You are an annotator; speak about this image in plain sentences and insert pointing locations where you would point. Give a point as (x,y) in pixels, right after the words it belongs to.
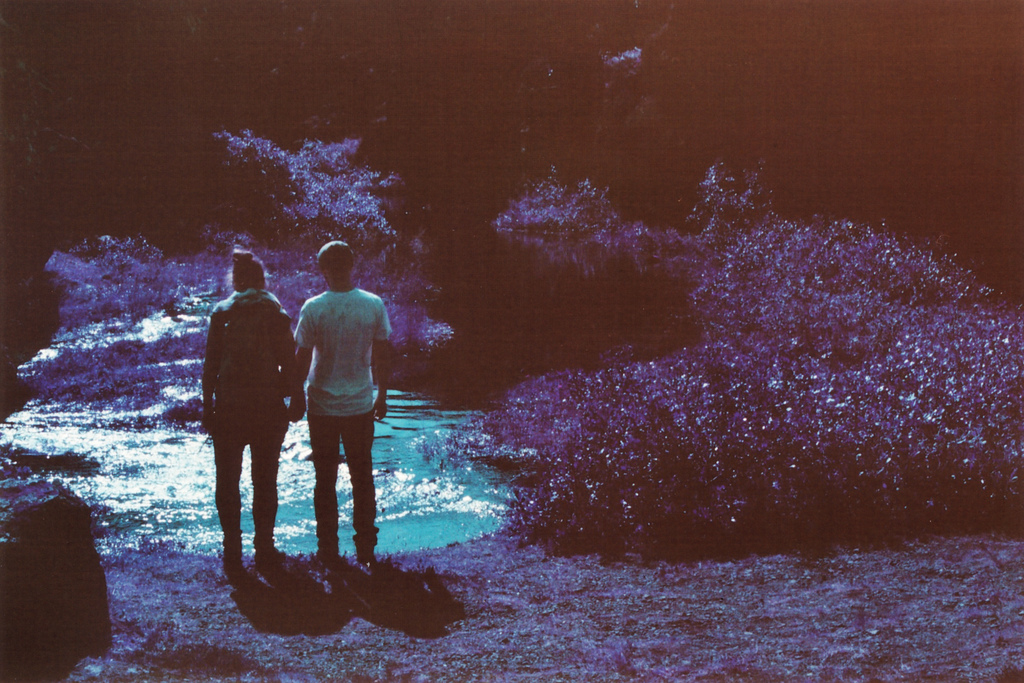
In this image we can see two persons (236,422), in front of them, we can see the water (252,539), also we can see plants (905,434), and trees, the background (54,120) is dark.
